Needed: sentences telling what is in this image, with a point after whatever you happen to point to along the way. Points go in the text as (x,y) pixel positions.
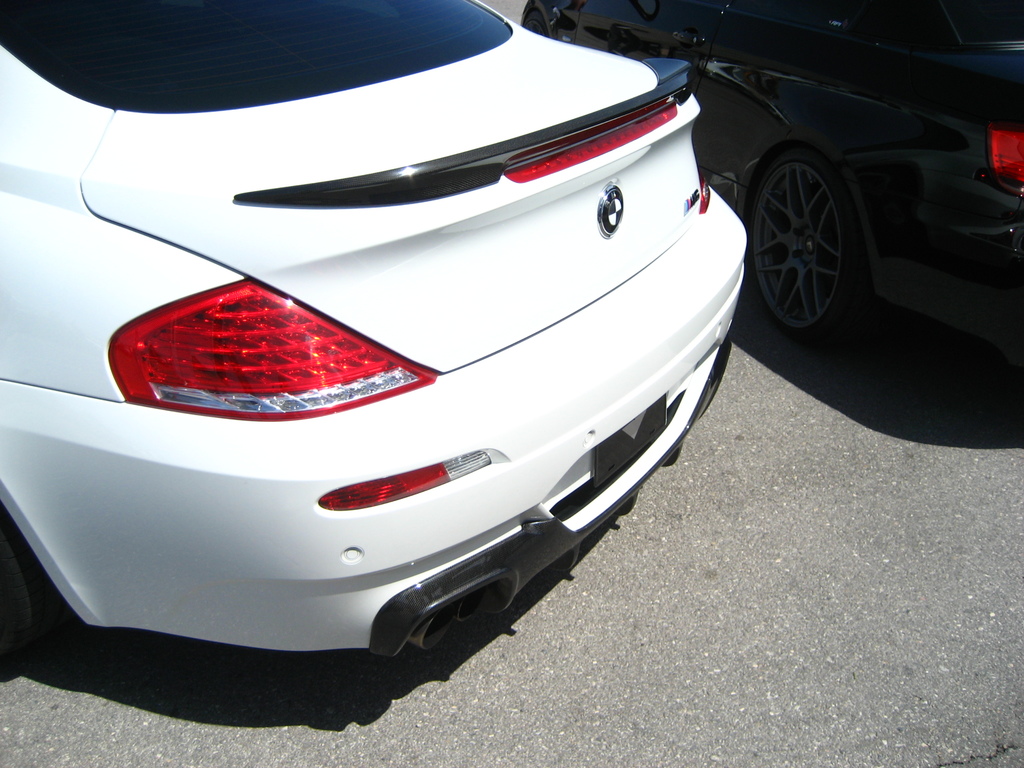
In this image I can see two cars (614,432) on the road (633,575).
